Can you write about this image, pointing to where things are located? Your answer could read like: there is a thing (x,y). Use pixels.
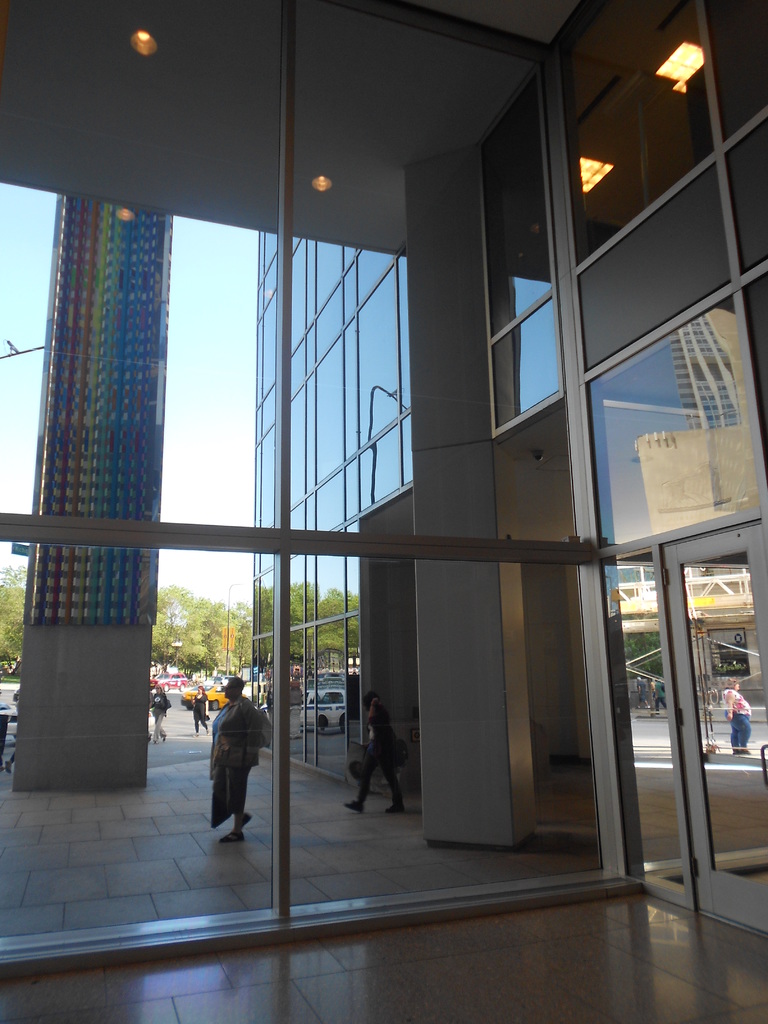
In this image I can see few glass walls (651,451) and doors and I can see few persons (376,761) walking. In the background (200,379) I can see few vehicles (308,712), trees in green color and the sky (228,412) is in white and blue color.
